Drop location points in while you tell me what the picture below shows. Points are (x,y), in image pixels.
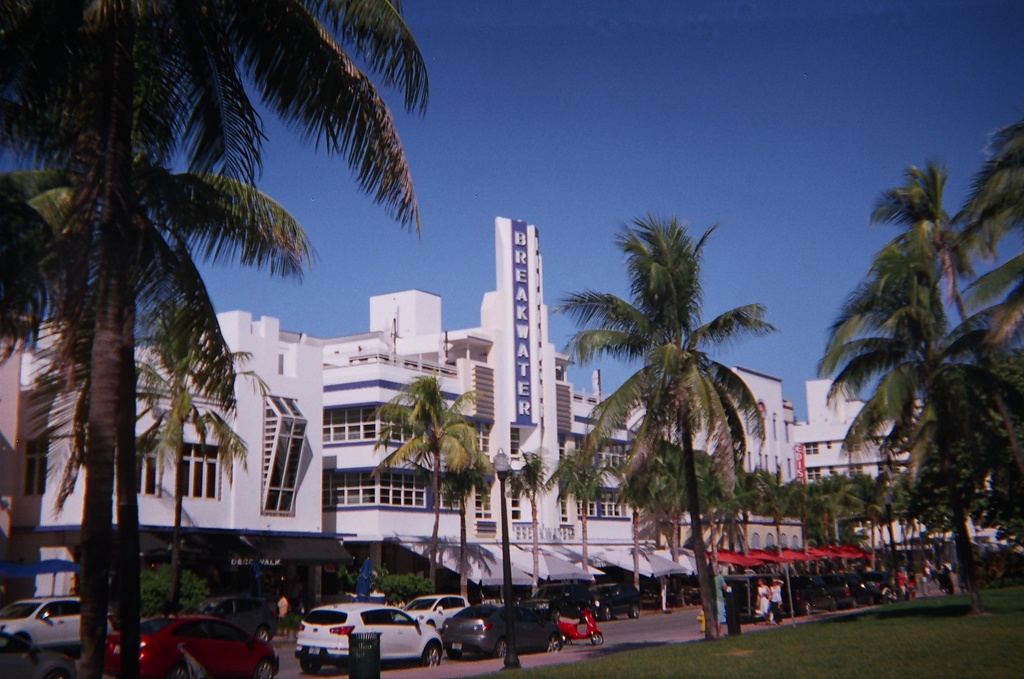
There are vehicles (557,625) on the road (278,644). Here we can see grass (707,640), bin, trees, buildings (490,354), boards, and few persons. In the background (727,174) there is sky (818,250).
